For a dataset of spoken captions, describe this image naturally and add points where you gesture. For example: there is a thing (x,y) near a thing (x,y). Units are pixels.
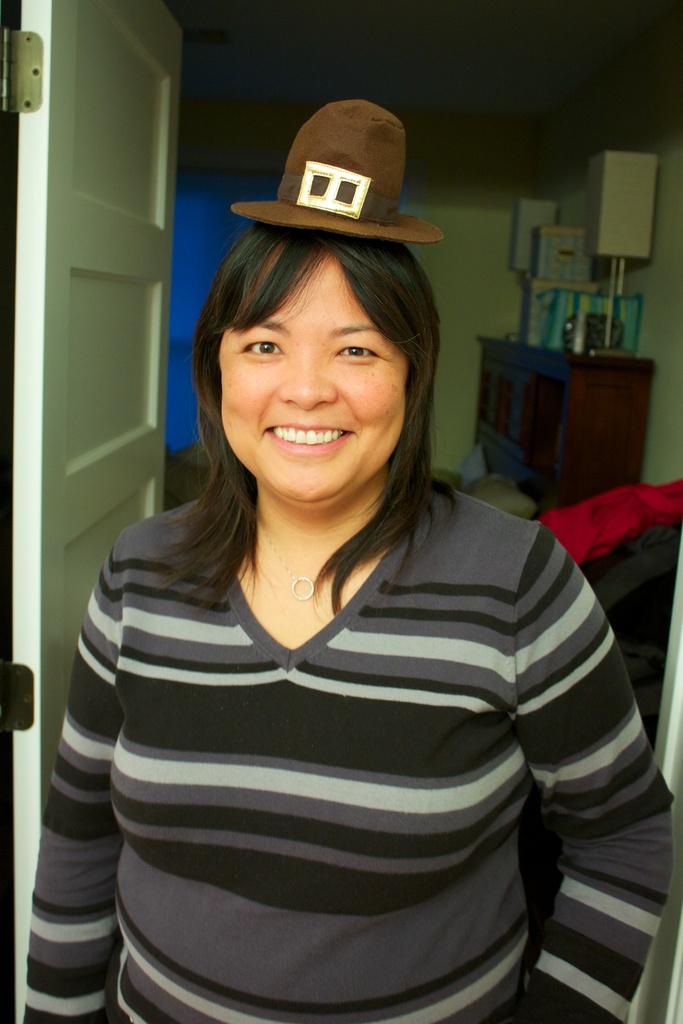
In this image we can see a woman (246,554) and she is smiling. Here we can see a door (33,46), hat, cloth (660,489), table (531,390), wall (440,403), and other objects (617,349).
